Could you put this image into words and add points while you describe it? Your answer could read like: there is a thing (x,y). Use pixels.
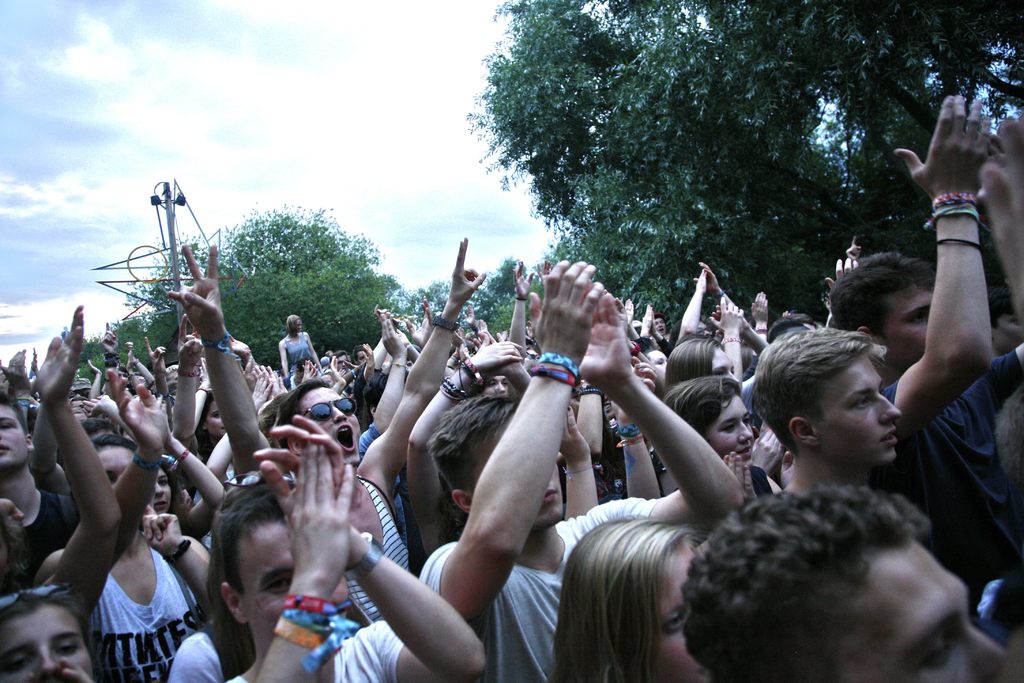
In the image we can see there are many people (552,519) around they are wearing clothes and some of them are wearing hand bands (308,599), and it looks like they are clapping. Here we can see the pole (173,272), trees (355,250) and the sky (265,117).
